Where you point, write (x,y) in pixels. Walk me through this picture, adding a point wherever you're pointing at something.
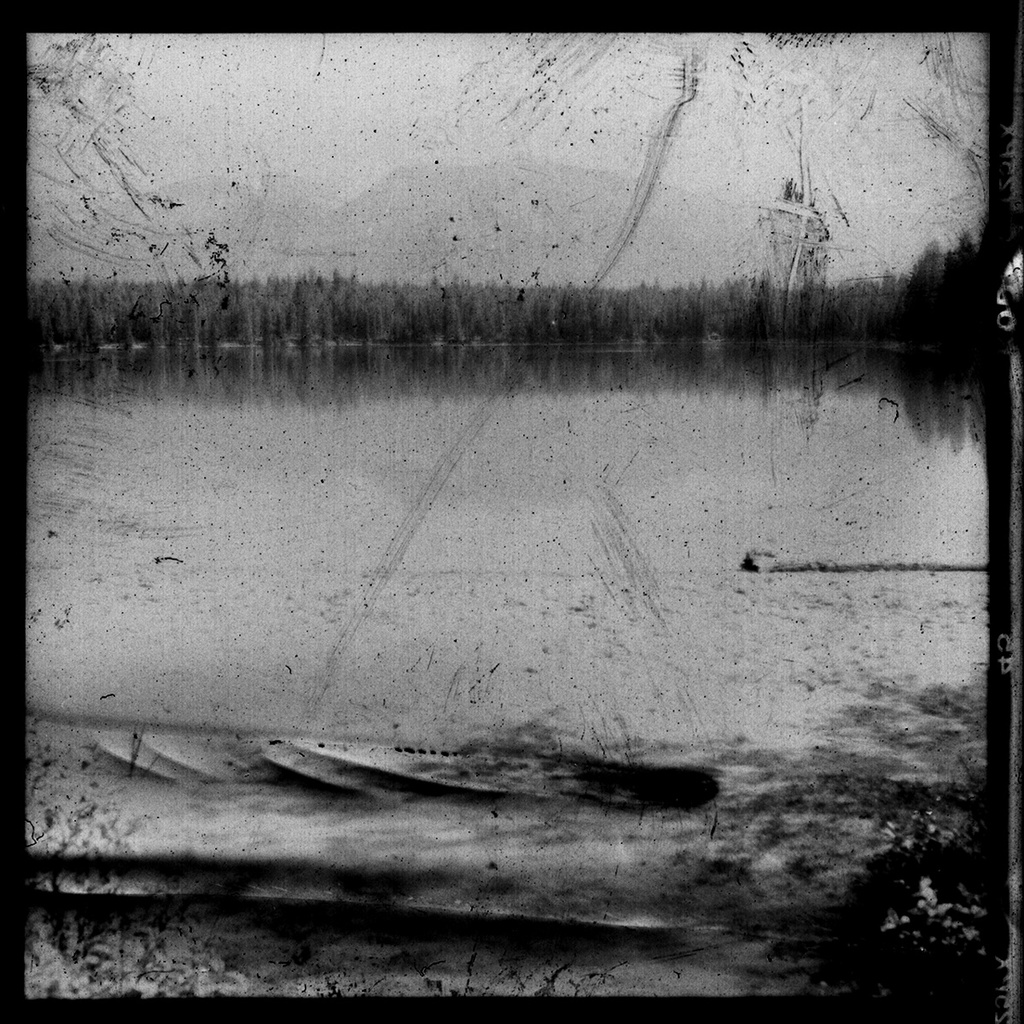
It is a black and white image of a lake (674,582). In the background (407,312) there are trees (522,317) visible and the image has black borders (803,1017).
